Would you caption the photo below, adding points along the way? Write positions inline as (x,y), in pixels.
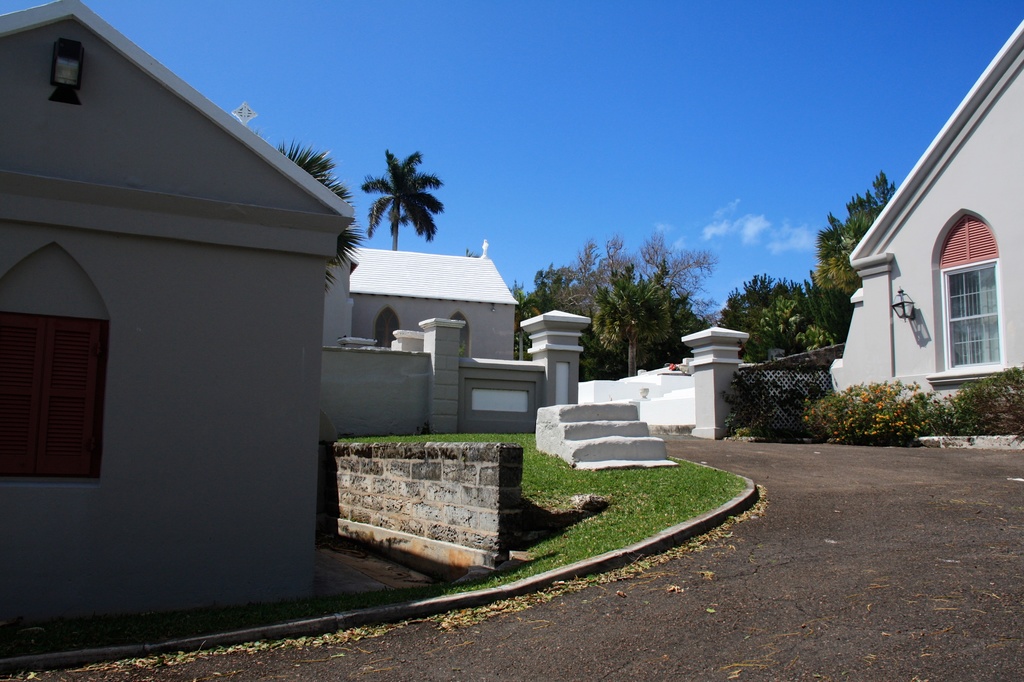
In this picture we can see the white color house (408,309). In the front (891,540) bottom side there is a road path (828,538). Behind we can see some coconut and other trees (537,279).
